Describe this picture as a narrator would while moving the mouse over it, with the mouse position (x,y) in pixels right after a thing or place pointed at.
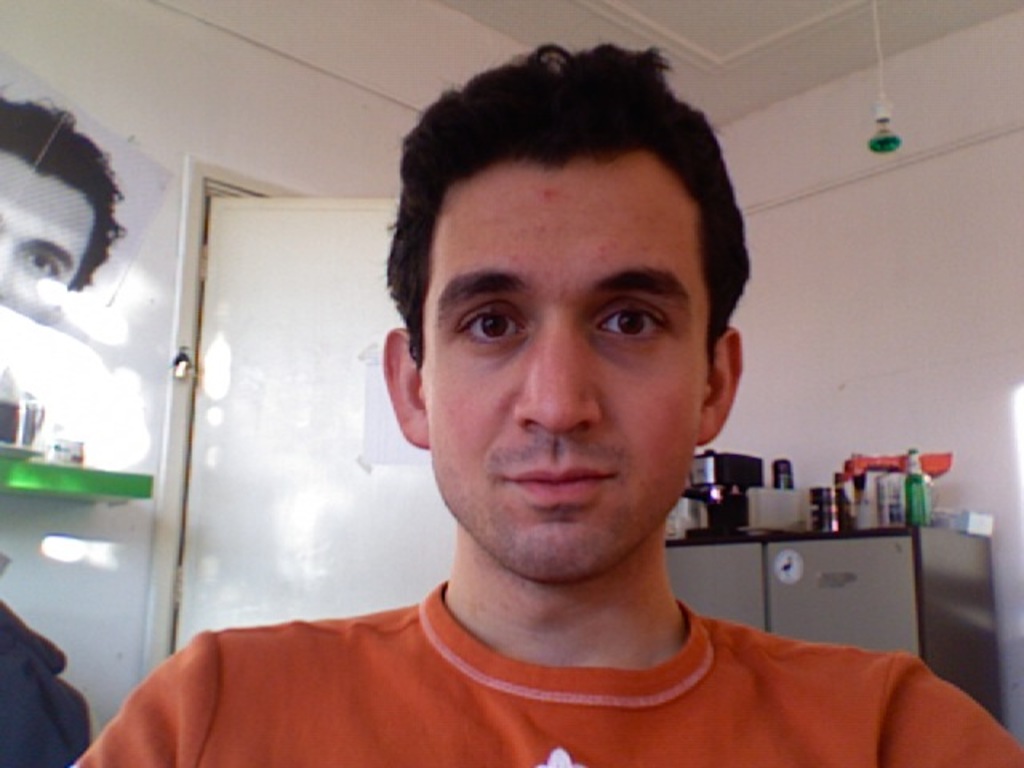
In the image there is a man (681,625) and behind the man (650,629) there is a door (333,463) and beside the door (339,476) there are some creams (856,497) and other cosmetics (911,503) kept on some object (890,559) and on the left side (33,481) there is a shelf (84,481) attached to the wall (58,428) and there are some items (39,425) kept on the shelf (119,484), above that there is some poster (52,150) attached to the wall (159,246).
